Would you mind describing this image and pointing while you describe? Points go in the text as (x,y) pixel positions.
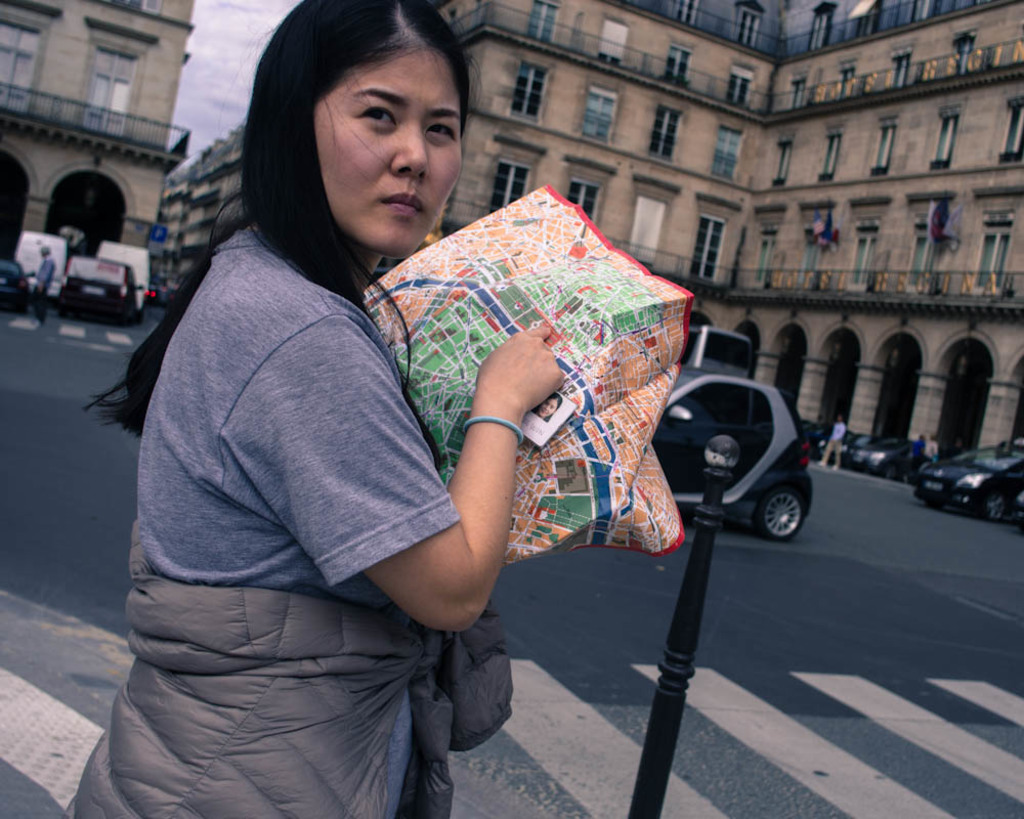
There is a woman (159,343) standing and holding a map (597,483), in front of this woman (425,481) we can see pole (671,663). In the background (691,450) we can see buildings (80,211), vehicles (752,454) on the road (696,679), people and sky (247,102).
